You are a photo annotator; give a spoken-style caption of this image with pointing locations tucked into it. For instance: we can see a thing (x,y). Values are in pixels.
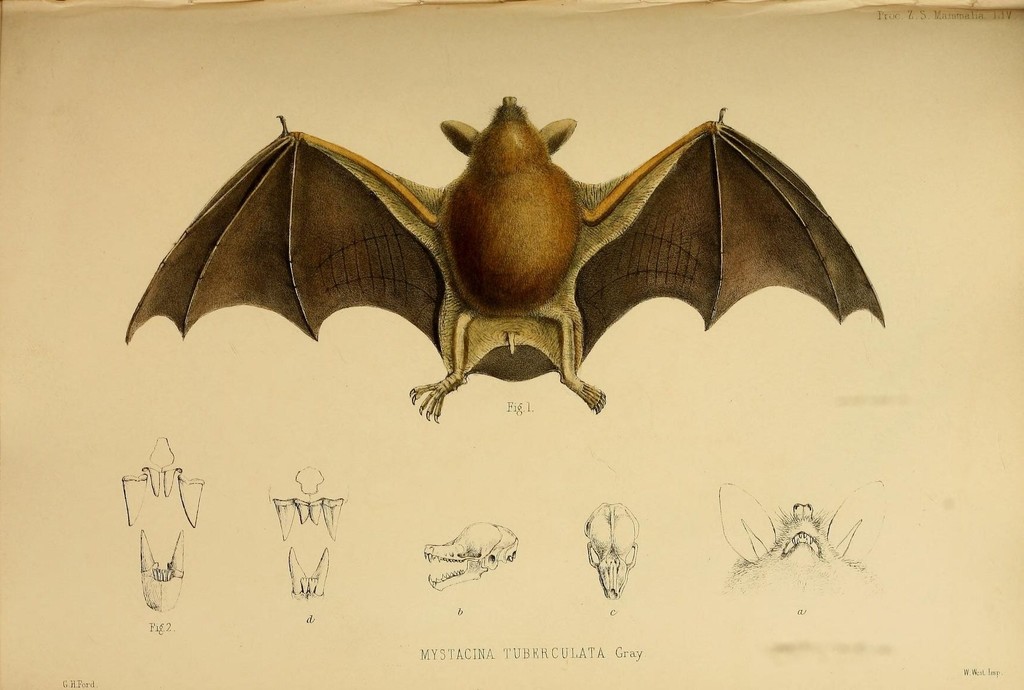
In this image we can see a picture of a bat (390,254) and parts (478,529) of it printed on the paper (786,440). At the bottom (484,658) there is text (522,652).
